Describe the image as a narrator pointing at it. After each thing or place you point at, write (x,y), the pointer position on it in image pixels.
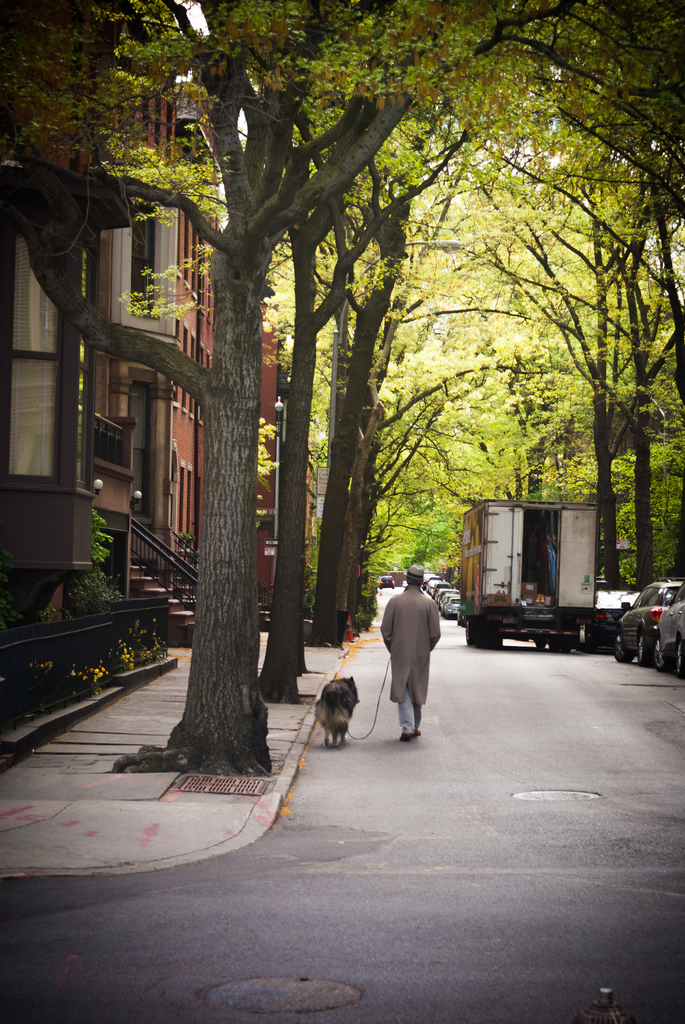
The picture is clicked outside a city (484,809) on the streets (529,785). In the center of the picture (428,653) there is a man (399,671) walking with a dog (344,701). On the right (602,551) there are many vehicles (640,621) and trees (578,456). On the left (101,823) there is a pavement (102,742), buildings (174,296) and trees (181,737). In the foreground (448,830) it is road (431,943).
